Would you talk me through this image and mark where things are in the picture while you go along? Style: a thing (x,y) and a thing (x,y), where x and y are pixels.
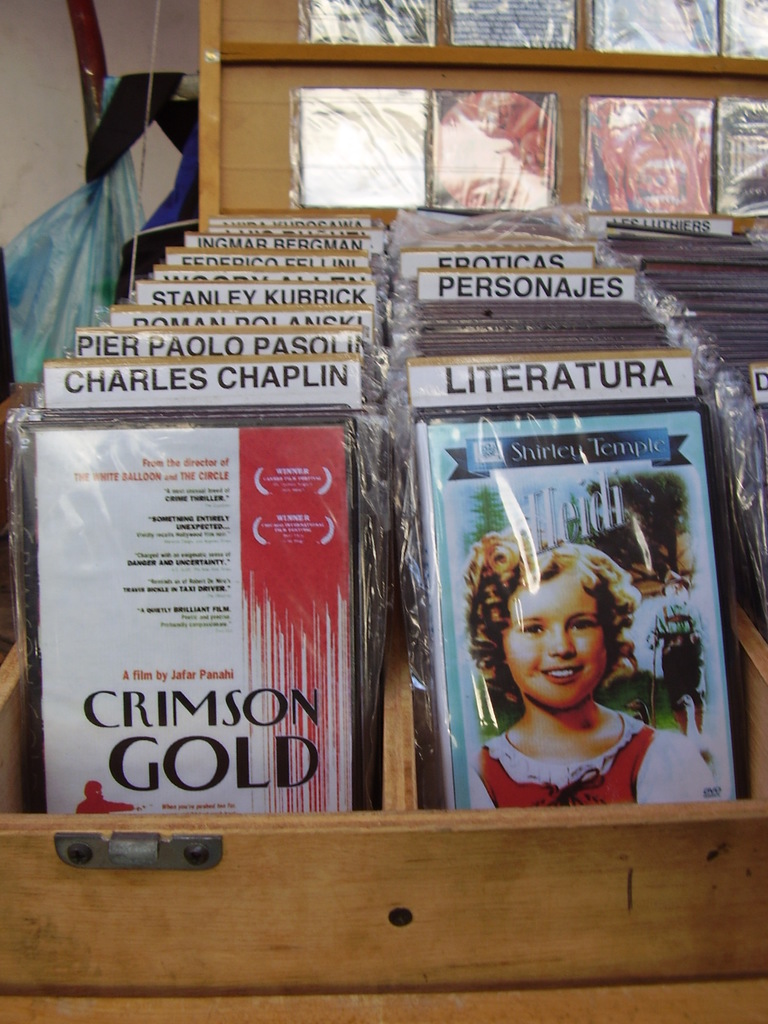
In this image there are DVDs (346,471) placed on the wooden boxes (418,851).
